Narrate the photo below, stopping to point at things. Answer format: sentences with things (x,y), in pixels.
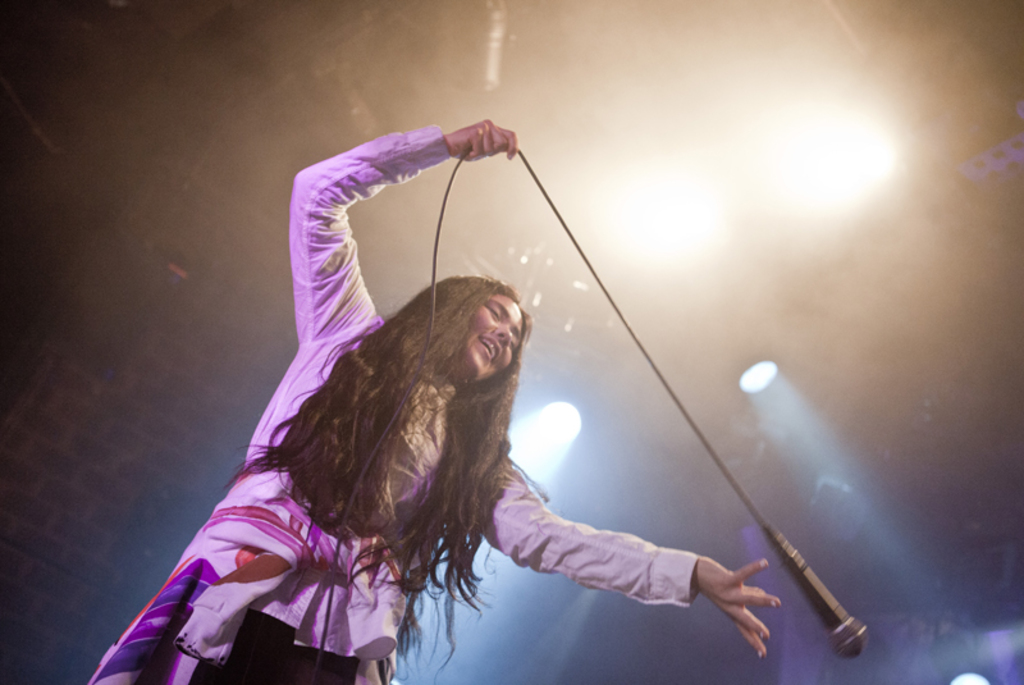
In this image I can see there is a woman (457,432) standing and she is holding a microphone (797,563) and there are few lights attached to the ceiling (500,88).
